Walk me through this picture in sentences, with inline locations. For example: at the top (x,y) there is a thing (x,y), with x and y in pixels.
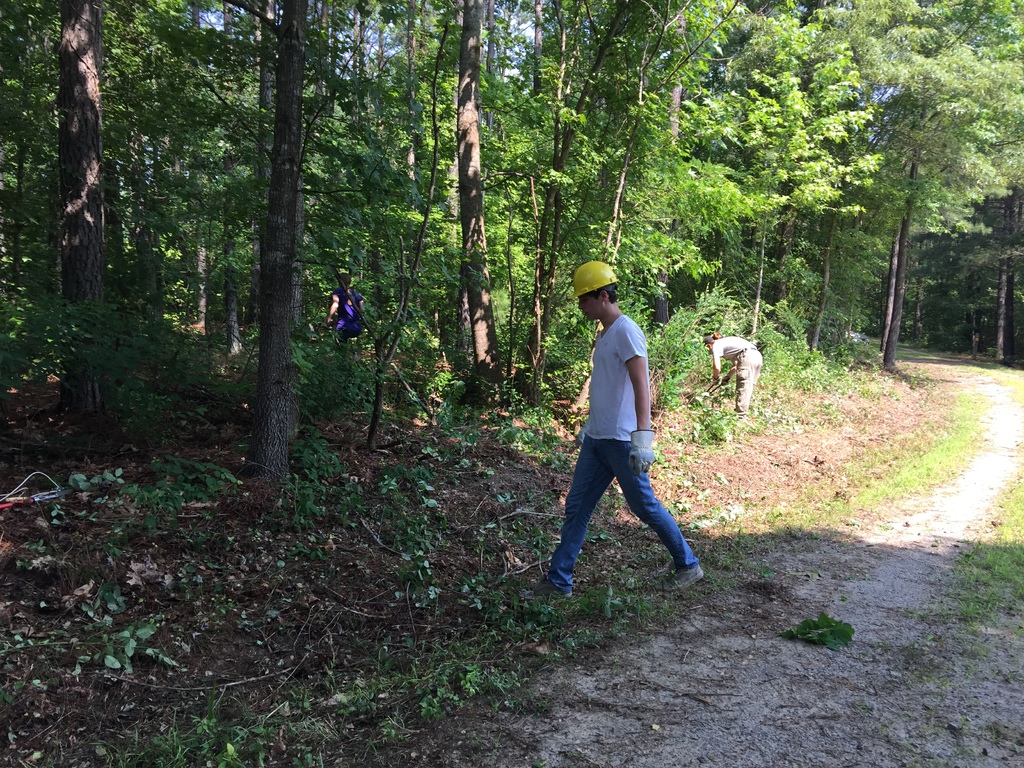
In this image we can see a person (622,436) wearing white T-shirt (614,347), helmet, gloves (634,446) and shoes (688,574) is walking on the road (834,597). Here we can see two more people (328,321), here we can see the way (961,488), plants (552,617), dry leaves (247,554) on the ground (721,555) and trees (762,201) in the background (281,138).
